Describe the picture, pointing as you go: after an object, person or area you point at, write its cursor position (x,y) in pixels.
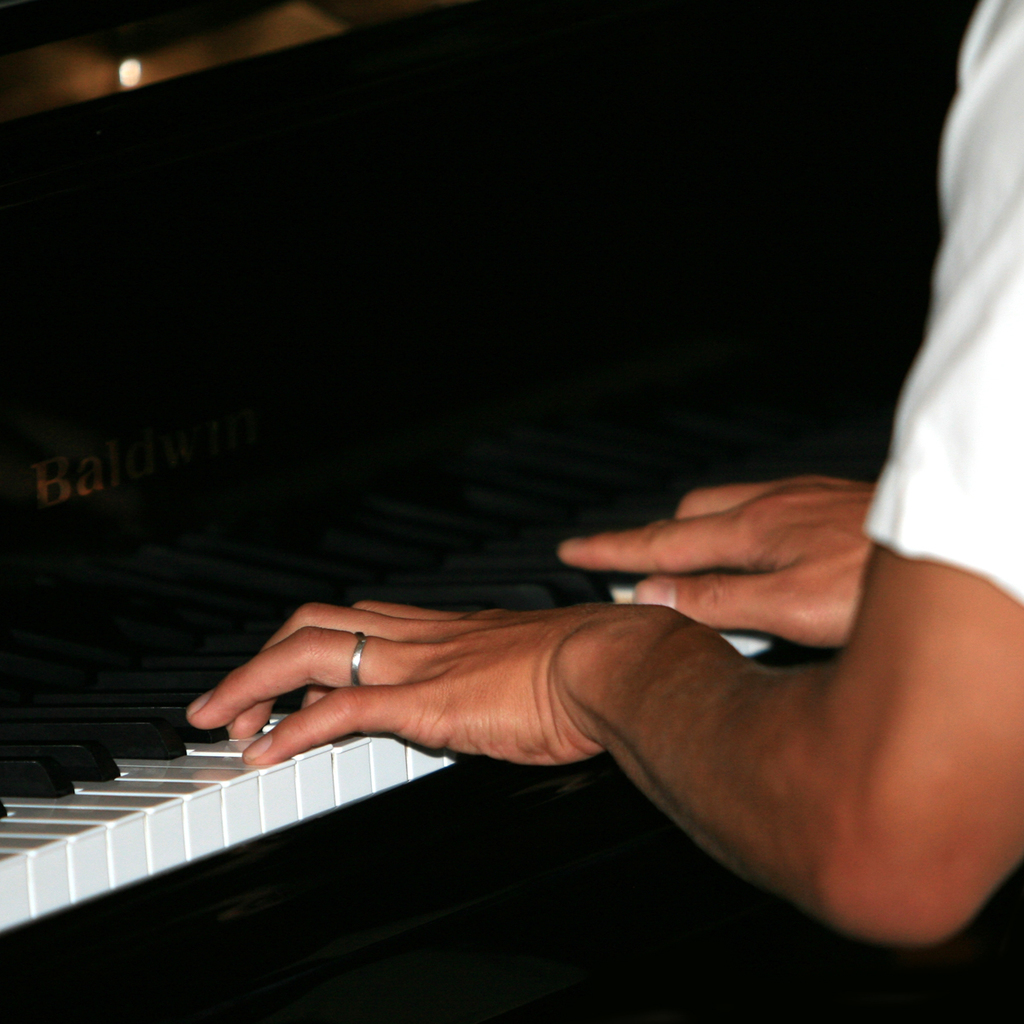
In this picture I can see a person (452,748) playing the piano (461,806), at the top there is a light (123,76). On the left side (198,447) there is the name (134,467).
